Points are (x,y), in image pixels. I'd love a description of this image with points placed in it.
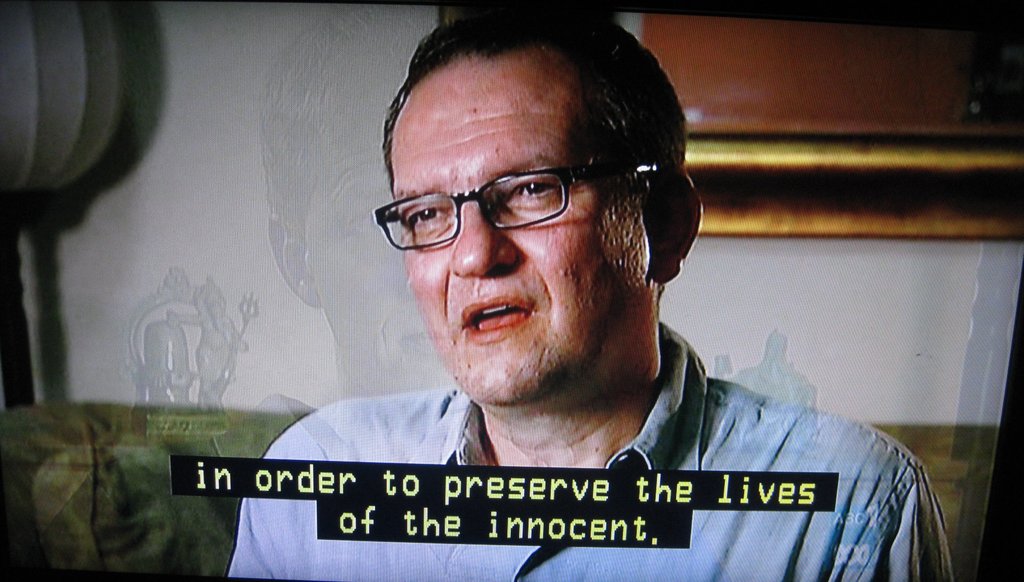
In this image there is a man (584,382) in the middle (620,378) who is having a black spectacles (436,206). In the background (188,162) there is a wall (280,182). At the bottom (464,494) there is some text (540,499). It seems like it is the picture taken when it is screening in the Tv (747,334).
